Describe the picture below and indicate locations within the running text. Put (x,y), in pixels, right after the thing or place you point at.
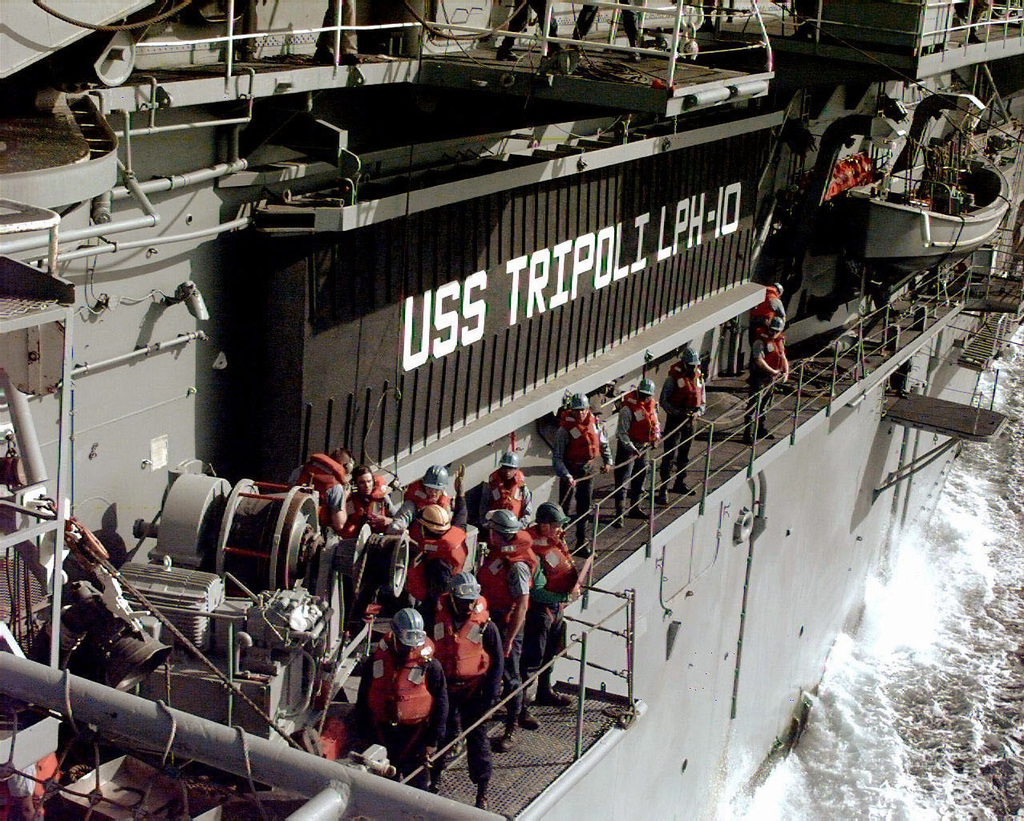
In the foreground of this image (353,749), there is a ship (617,566) on which, there are few men (561,475) wearing jackets (471,649) and helmets (506,521) are standing near a railing (796,405). At the bottom right (946,765), there is water (985,662).
